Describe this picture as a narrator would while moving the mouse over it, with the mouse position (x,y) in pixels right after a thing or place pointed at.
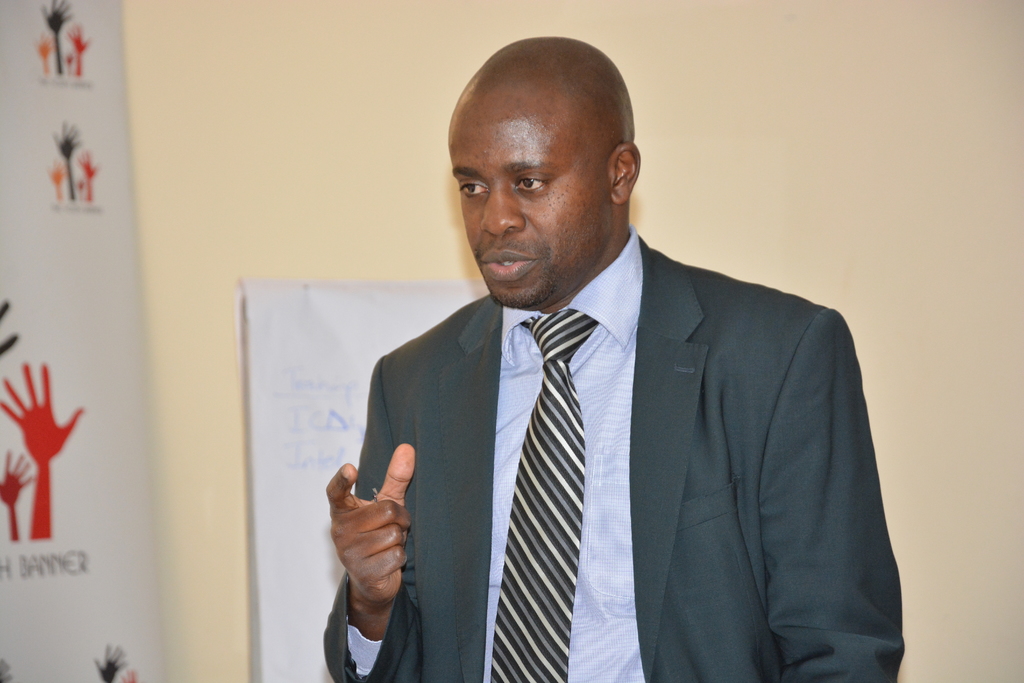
In this image we can see a person (629,360) wearing a suit (692,456) and talking and on the left side (116,165) there is a banner (81,54) with some images (42,457) and in the background (408,268), we can see the wall (903,677) and a poster (280,577).
